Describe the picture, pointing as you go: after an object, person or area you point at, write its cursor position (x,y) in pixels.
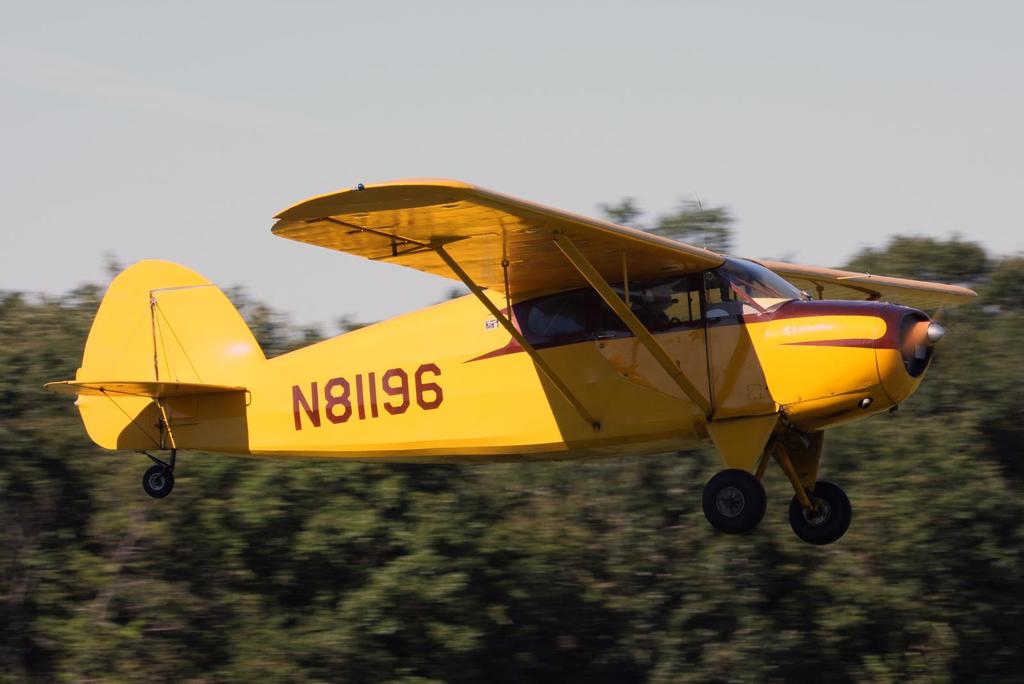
In this image, I can see an aircraft (227,389) flying. These are the trees (549,541). This is the sky (428,81).
